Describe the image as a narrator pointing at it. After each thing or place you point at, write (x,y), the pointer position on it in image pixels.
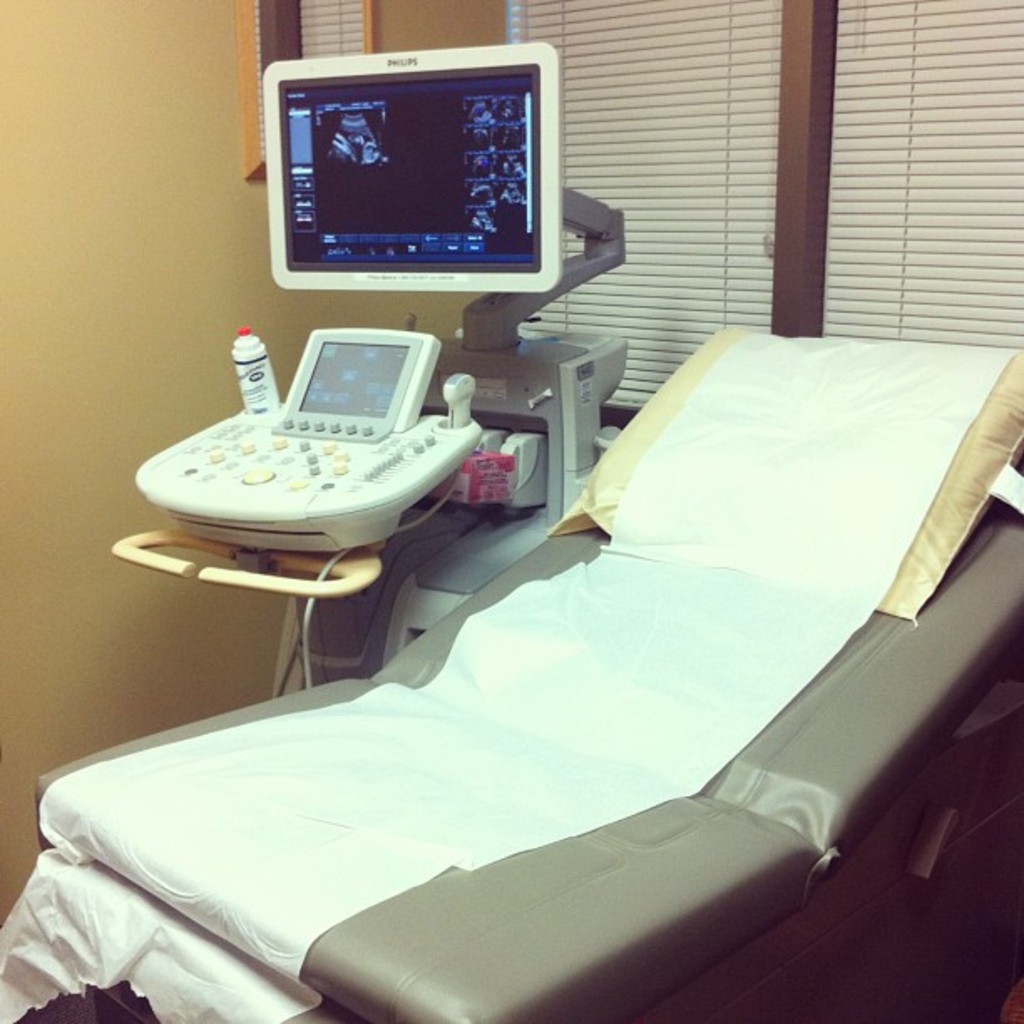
In this image we can see a bed (713,790) with a pillow (812,571) on it. We can also see the monitor screen (362,182) and some devices (436,464) placed on the stand (473,540). On the backside (37,370) we can see a wall (140,305) and the window blinds (867,198).
